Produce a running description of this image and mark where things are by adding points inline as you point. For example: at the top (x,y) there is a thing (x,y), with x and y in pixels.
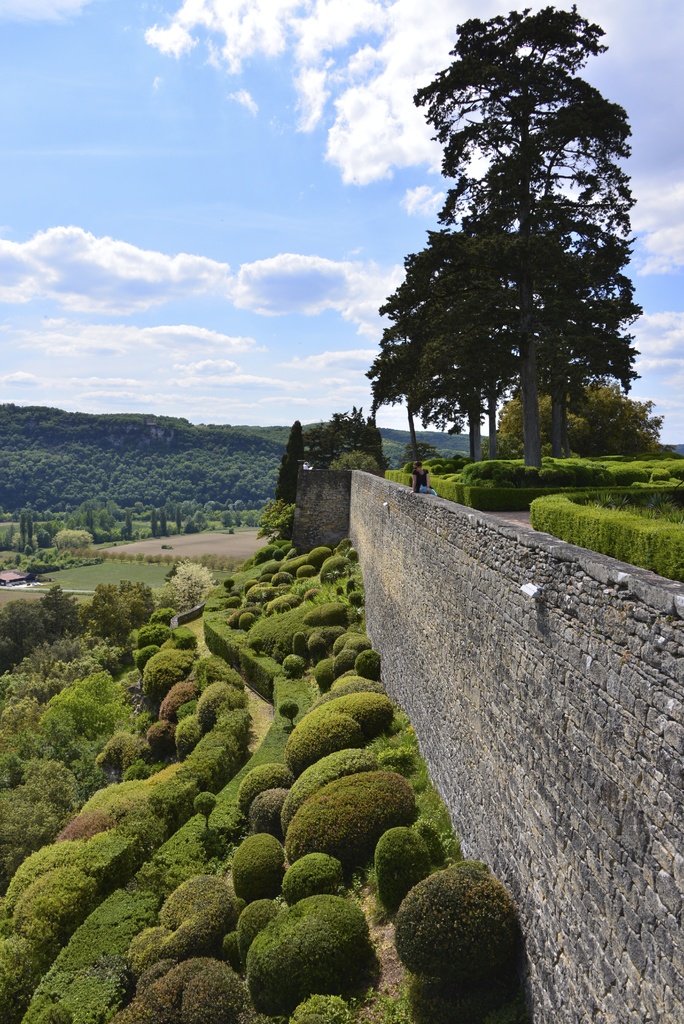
On the right side of the image (533,704) there is a wall (502,654). In the center of the image (325,431) we can see the sky (274,151), clouds (355,279), trees (73,444), plants (153,648), grass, one house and two persons (431,494).
